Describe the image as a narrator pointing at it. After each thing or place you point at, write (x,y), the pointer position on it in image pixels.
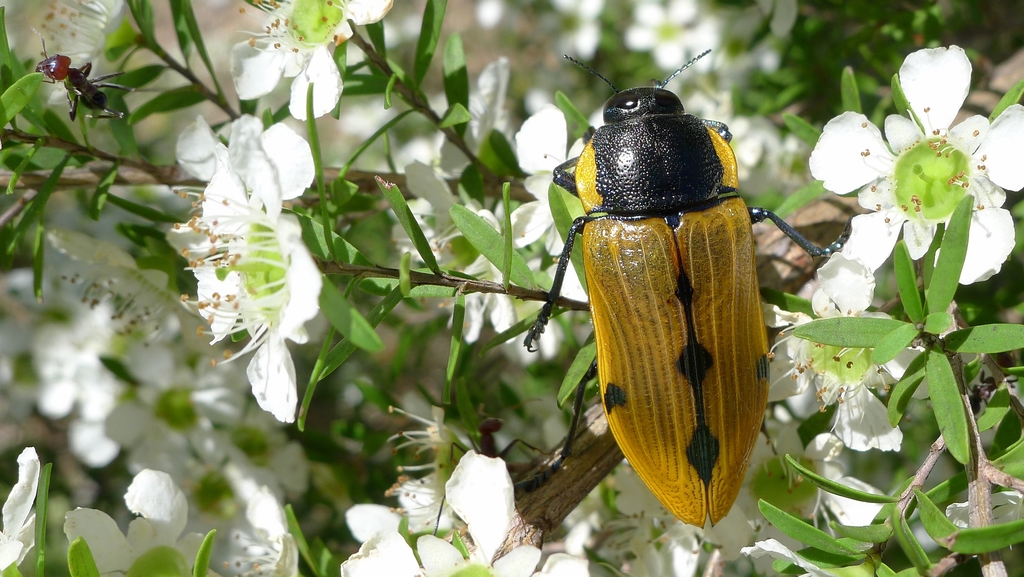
In this image I see 2 insects (602,162) in which this one is of red and black in color and this one is of yellow and black in color and I see the green leaves (379,94) and white flowers (886,176) on the stems (467,188) and it is blurred in the background (702,65).
